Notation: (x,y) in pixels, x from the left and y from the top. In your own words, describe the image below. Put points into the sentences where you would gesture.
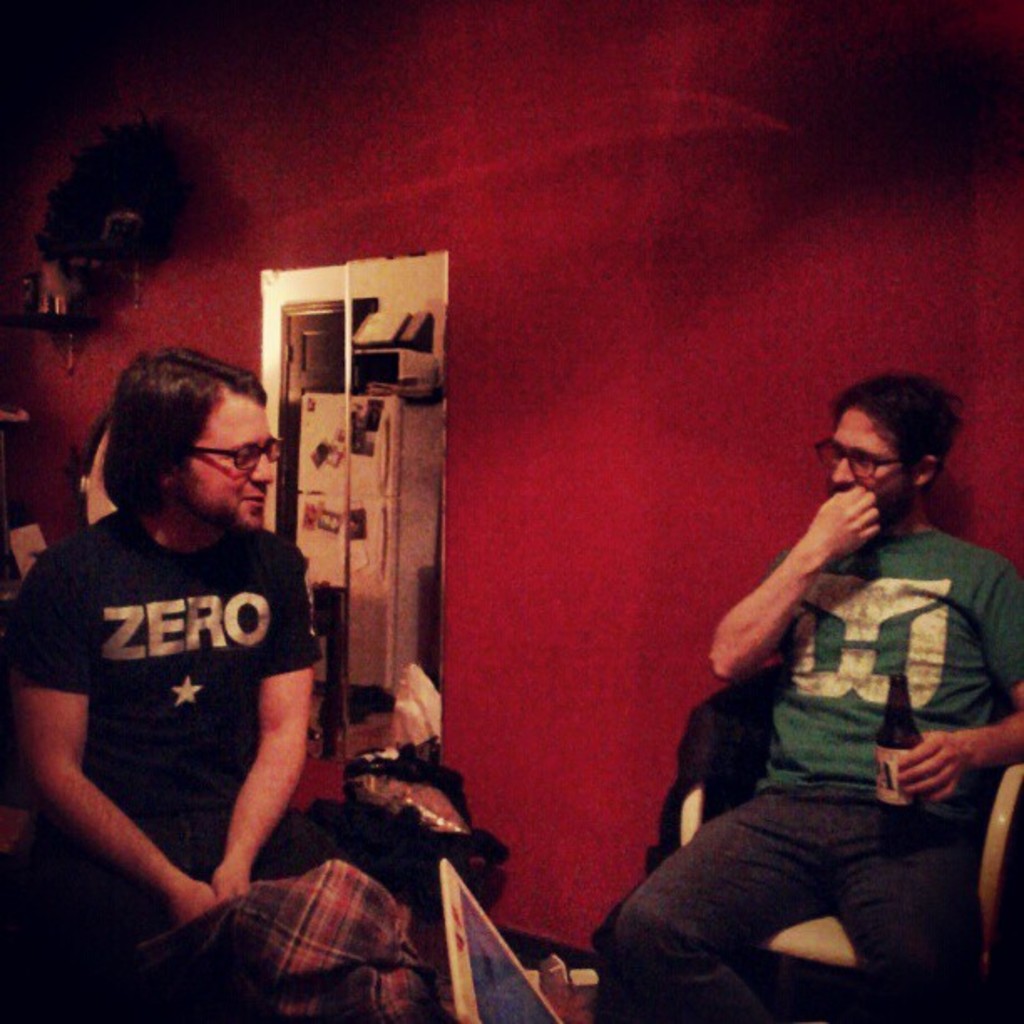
In this image we can see two people (709,885) sitting and one among them is holding a bottle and looking at a person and sitting on a chair (994,879). There is a wall (561,576) in the background (619,454), where we can see some objects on it. To the side of a person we can see some objects (492,865).
